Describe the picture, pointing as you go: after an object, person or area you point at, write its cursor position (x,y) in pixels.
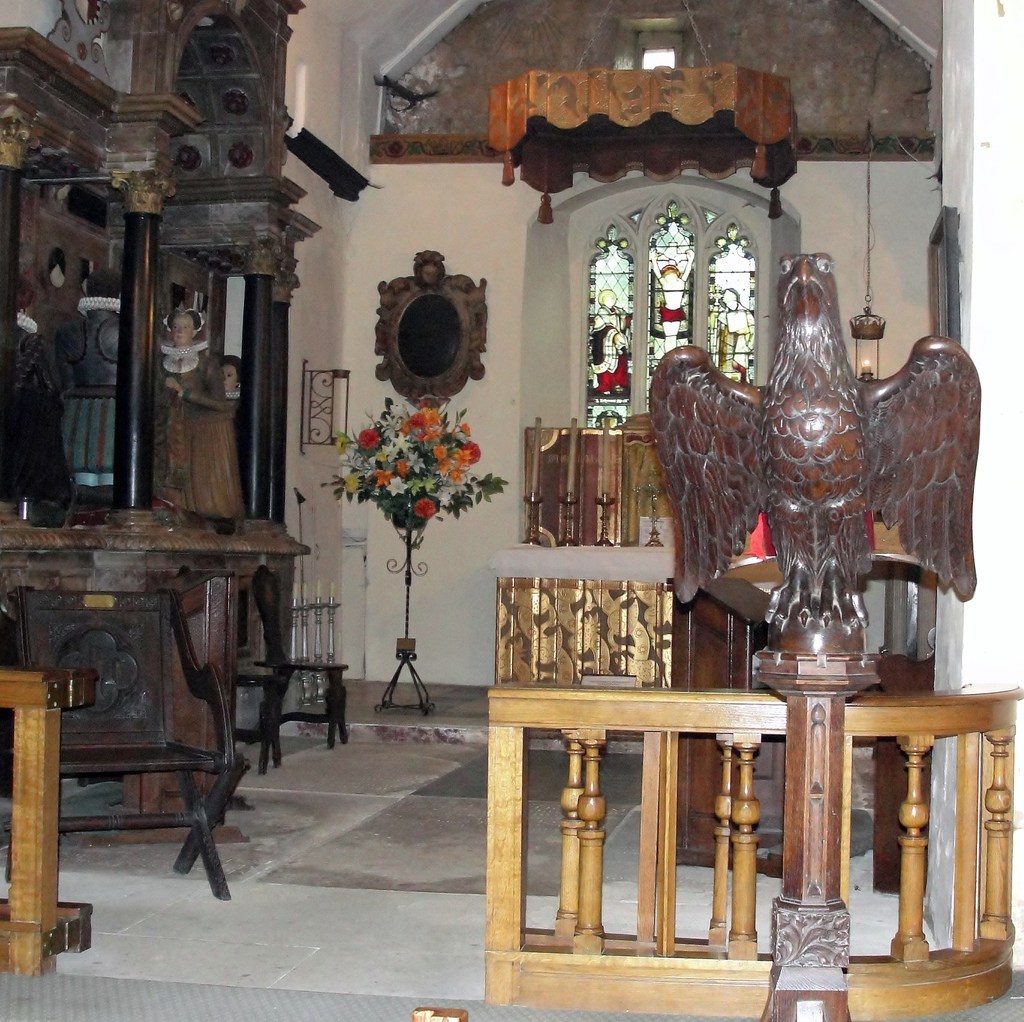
On the right side (757,429) it is a carving (836,512) of an eagle (849,491) and there are other wooden carvings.
